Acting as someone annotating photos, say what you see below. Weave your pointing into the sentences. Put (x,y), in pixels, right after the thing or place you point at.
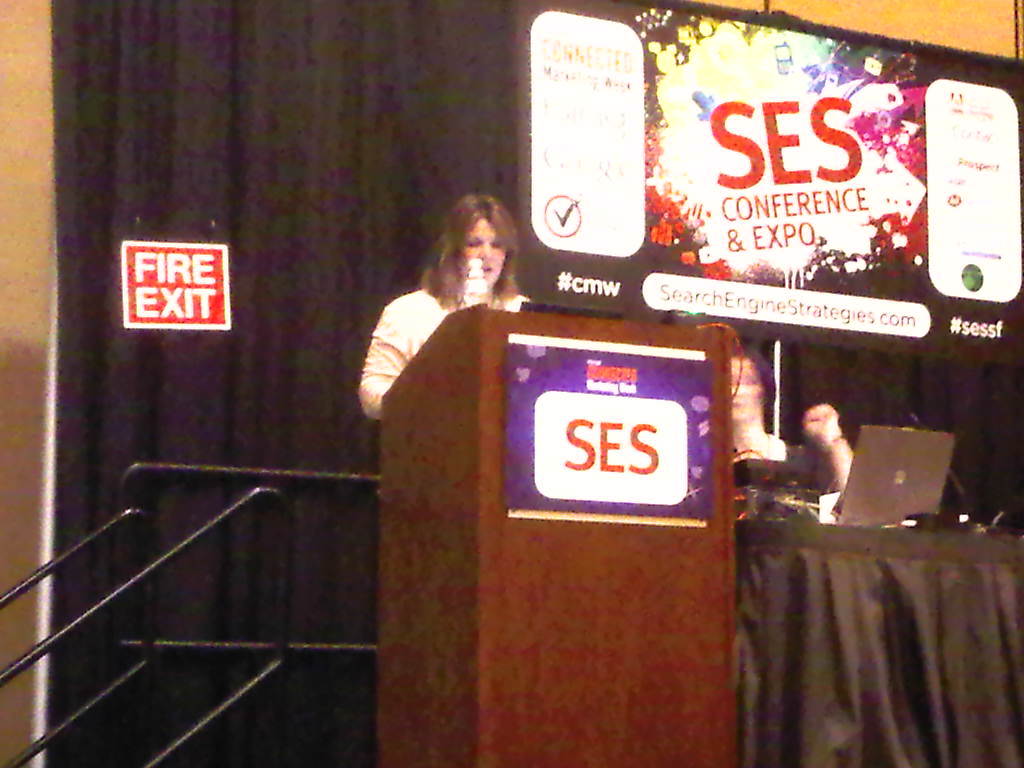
In this picture there is a lady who is standing in the center of the image (364,381) in front of a wooden desk (502,404) and there is a staircase (55,574) on the left side of the image (34,740), there is a table (875,570) on the right side of the image (778,569), on which there is a laptop (899,478) and there is a another lady (739,412) in front of the image, there is a poster (851,61) on the right side of the image (920,226).
